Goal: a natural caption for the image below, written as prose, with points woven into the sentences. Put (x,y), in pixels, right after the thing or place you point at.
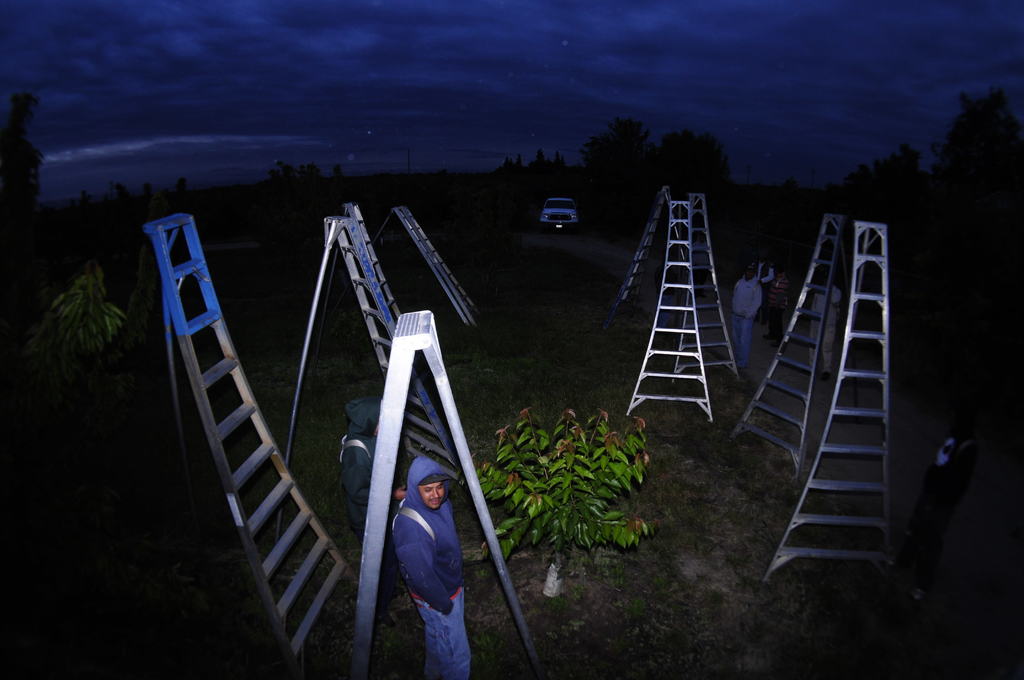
There are groups of people (777,274) standing. These are the kind of ladders (359,241). I can see the trees (970,159) and plants (583,435). This looks like a car (563,206). This is the sky (541,109).
